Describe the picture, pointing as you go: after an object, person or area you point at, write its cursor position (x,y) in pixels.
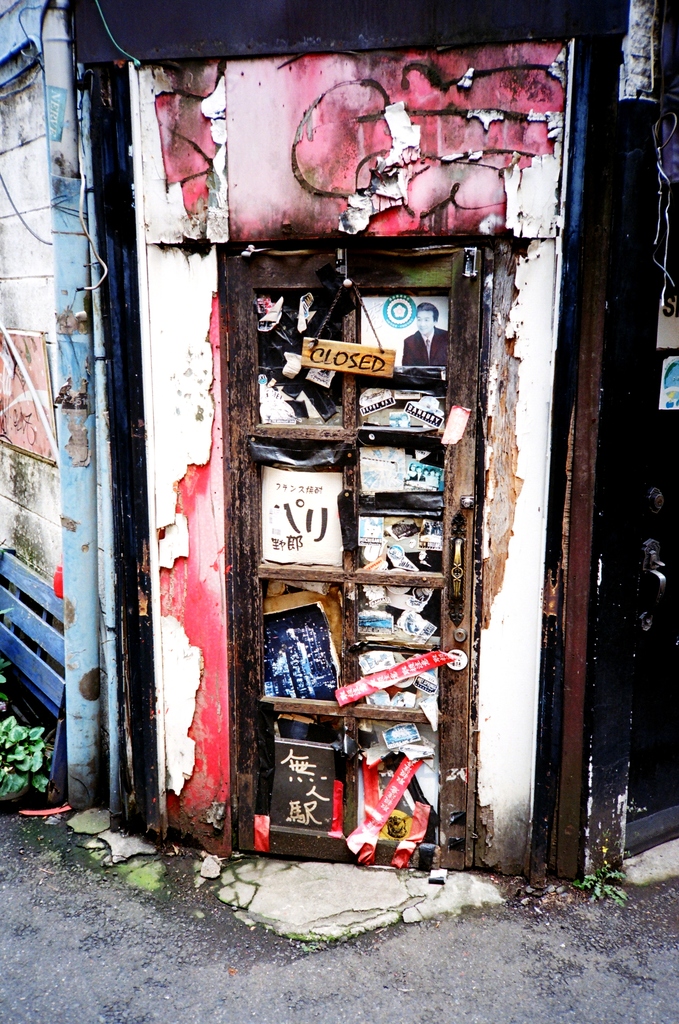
In this picture we can see a board (363,364) and few papers (413,469) on the door (351,411), and also we can see a pipe (88,395) on the wall (110,284).
